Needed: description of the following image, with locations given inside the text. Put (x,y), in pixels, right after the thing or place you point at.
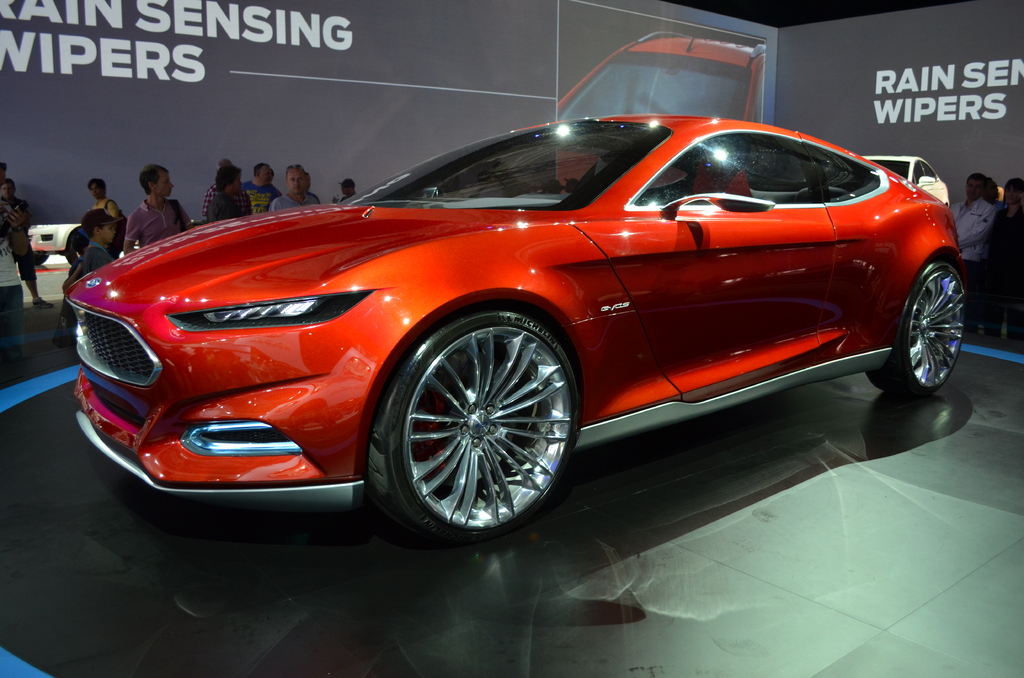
In this picture we can see a red car (497,390) on the path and behind the car (460,254) there are groups of people (982,235) standing on the path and behind the people (157,231) there is a board (304,87).
